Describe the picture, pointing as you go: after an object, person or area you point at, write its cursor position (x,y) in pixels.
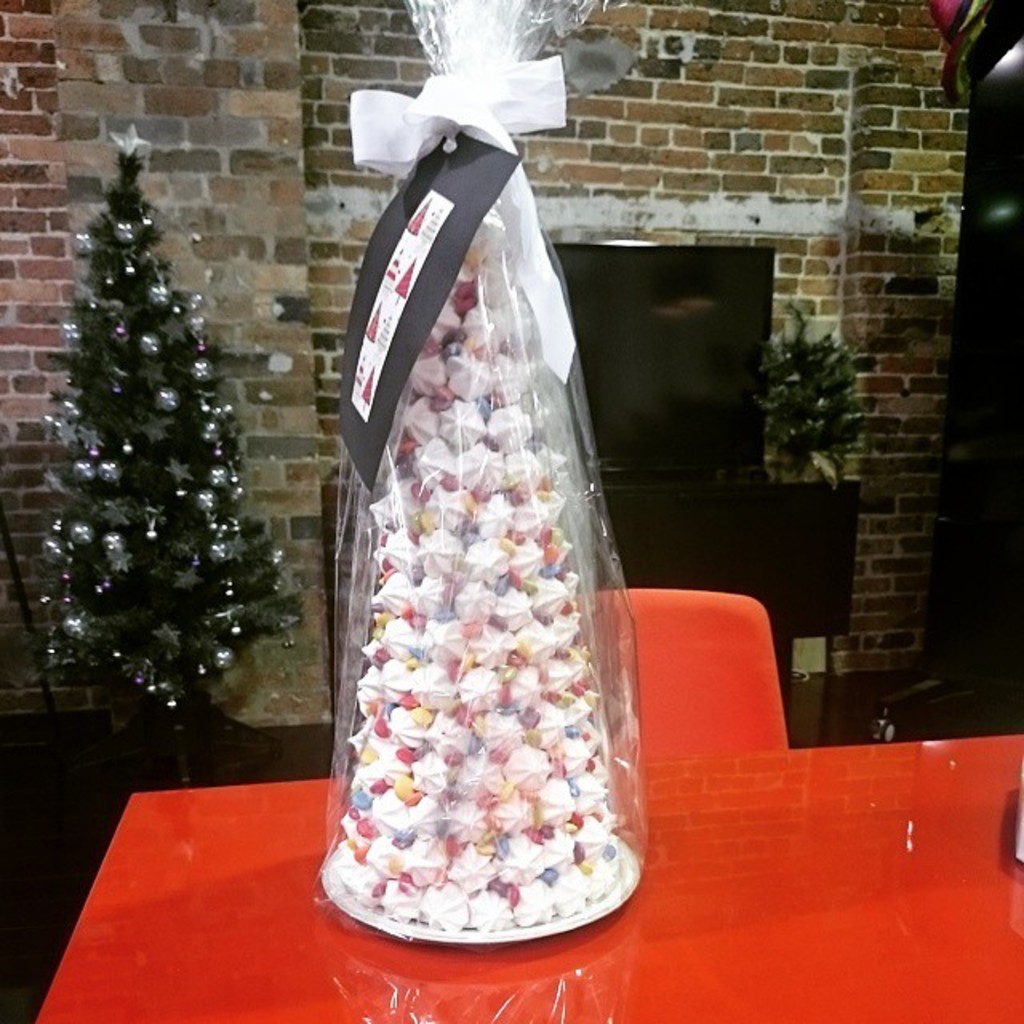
In this image there is a cone shaped cake (386,513) wrapped with a cover (440,4) and ribbons (436,107), which is on the table (700,928), and in the background (134,379) there is a chair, plant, television (658,375) on the cupboard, artificial tree (141,302) decorated with balls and stars (148,375).
